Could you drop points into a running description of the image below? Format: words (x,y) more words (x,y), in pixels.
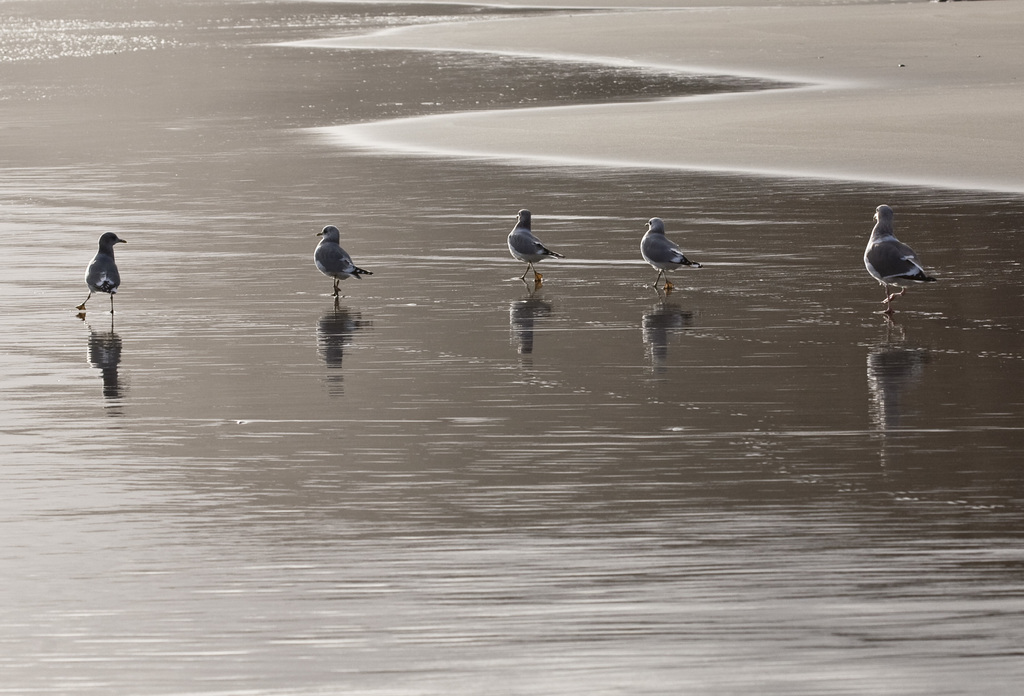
In this picture we can see birds (877,258) in the water (428,341). At the top of the image (720,29), there is the sand (855,86). On the water (108,338), we can see the reflections (338,336) of the birds (102,272).
